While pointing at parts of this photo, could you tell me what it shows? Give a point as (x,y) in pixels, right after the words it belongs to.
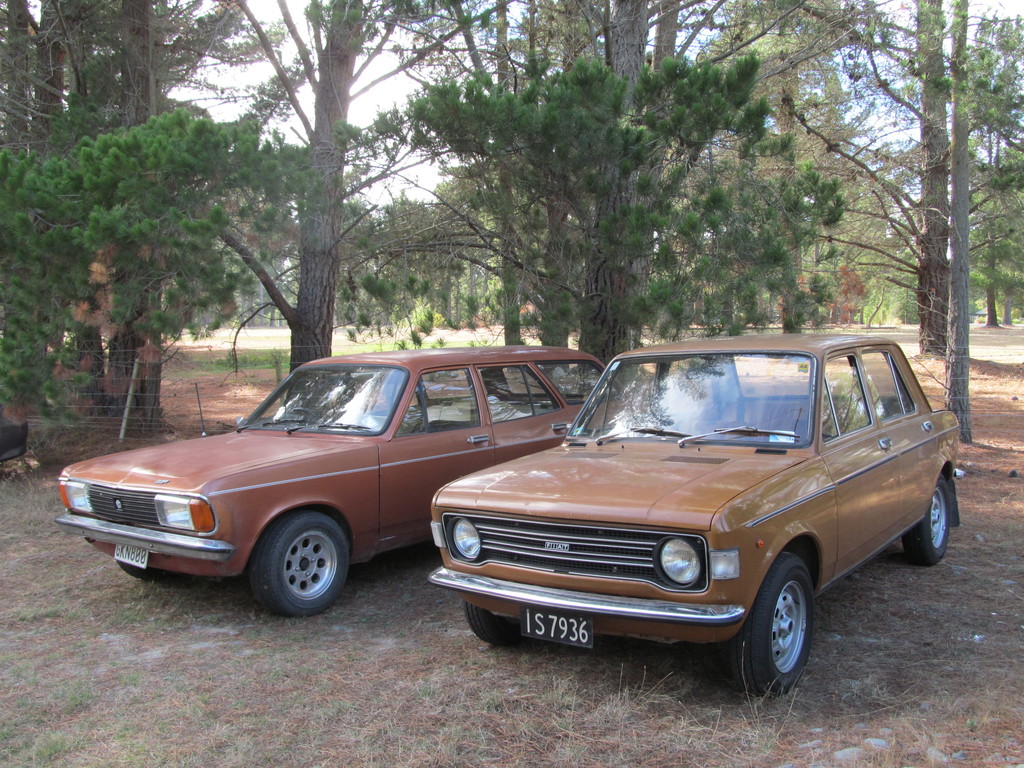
This picture is clicked outside. In the center (410,394) we can see the two cars (450,418) parked on the ground (866,584). In the background (541,339) there is a sky (358,106), trees (346,72) and grass (199,362) and some other objects (126,403).
